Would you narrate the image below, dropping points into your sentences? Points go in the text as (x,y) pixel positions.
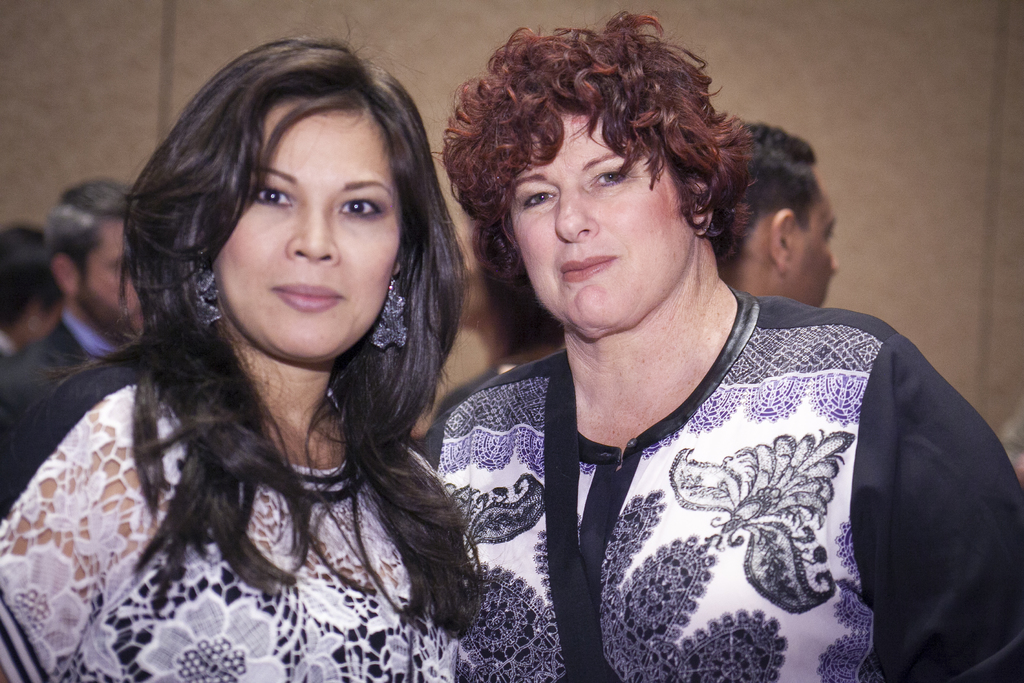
In this picture we can see people (240,300). Background (1000,86) portion of the picture is brown in color.
